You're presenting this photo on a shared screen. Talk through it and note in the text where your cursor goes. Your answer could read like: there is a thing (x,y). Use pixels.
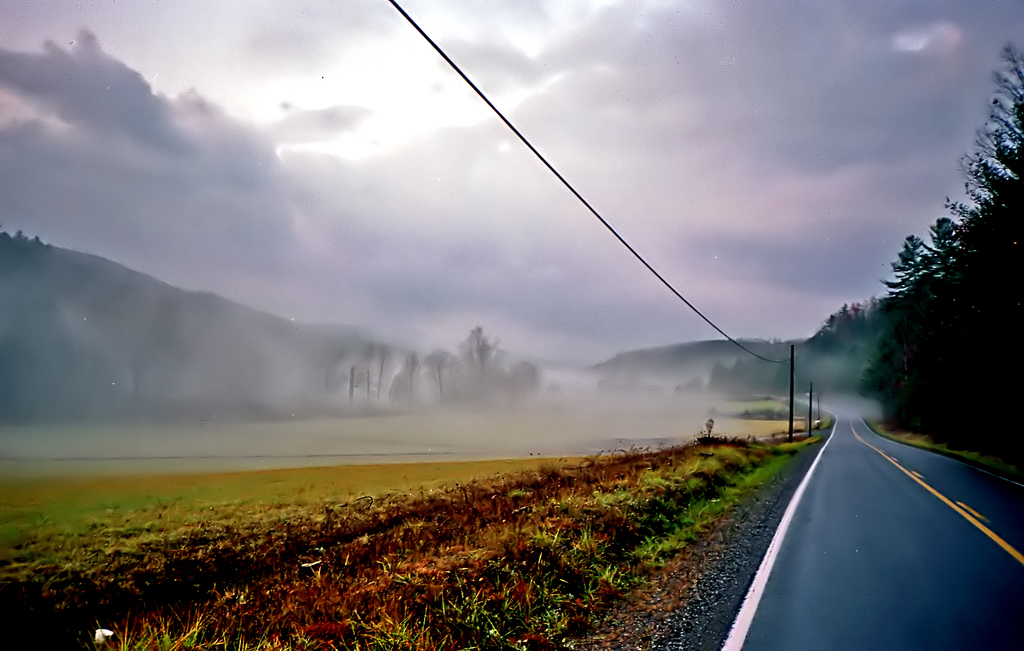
In this image I see the road (994,595) on which there are white and yellow lines (899,467) and I see the poles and I see a wire (767,361) over here and I see the plants (690,500). In the background (1017,241) I see the trees (822,345) and I see the fog (566,364) and I see the cloudy sky (467,165).
